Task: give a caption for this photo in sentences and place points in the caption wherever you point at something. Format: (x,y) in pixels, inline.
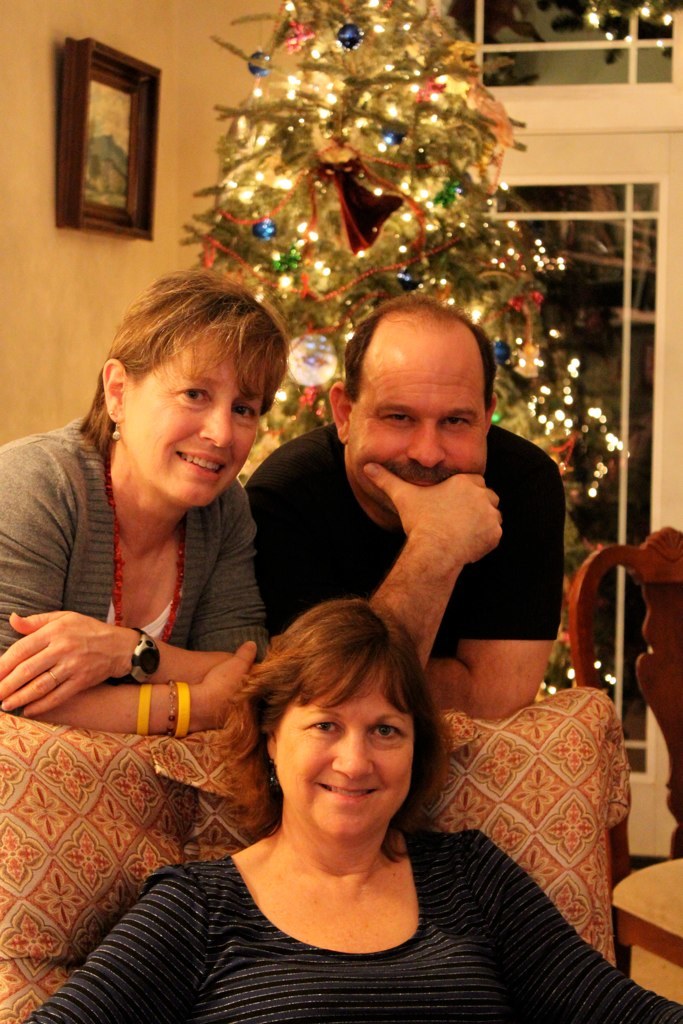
In this image there are people (274,337), chairs (566,753), tree (313,162), picture (138,172), wall (47,142), lights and objects (348,222). Picture (94,199) is on the wall (20,105). Among them one person (333,746) is sitting on a chair (110,863).
